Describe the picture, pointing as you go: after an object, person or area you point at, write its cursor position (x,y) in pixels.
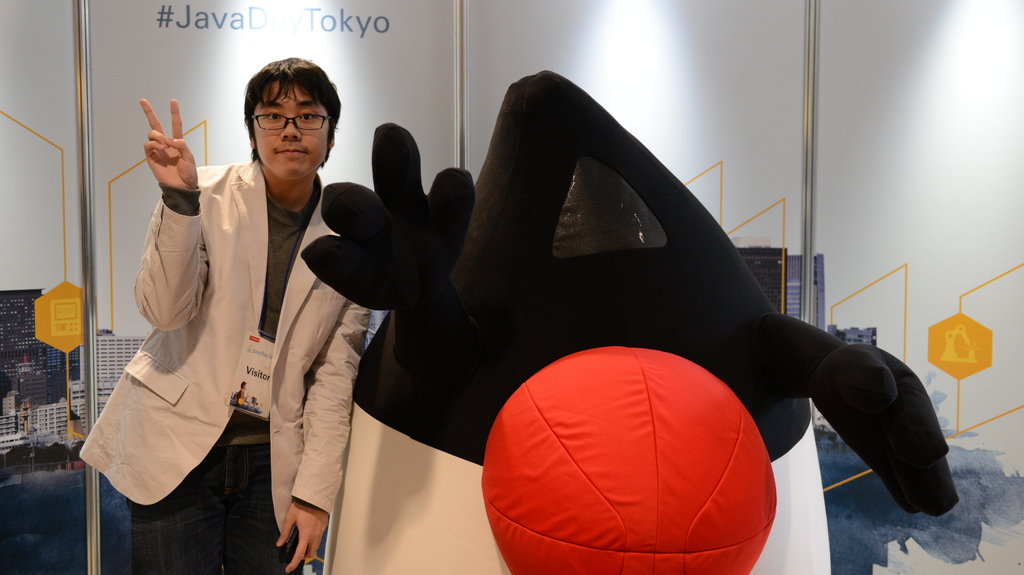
In this picture, there is a man (285,325) towards the left (181,318). He is wearing a blazer (278,341). Beside him, there is an object (579,307) which is in black, cream and red in color. In the background (70,189), there is a wall (896,94) with buildings (117,344) and text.
